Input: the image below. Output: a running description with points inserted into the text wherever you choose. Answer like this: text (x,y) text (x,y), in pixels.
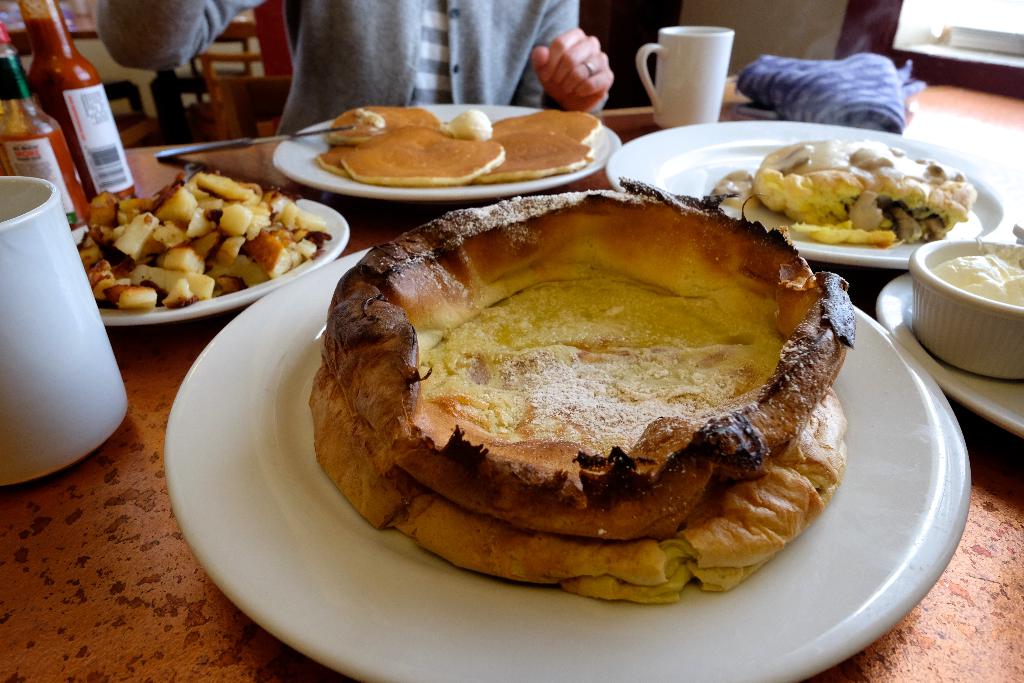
In this image I see the table (50,517) on which there are white plates (975,201) on which there is food (573,308) which is of cream, brown and white in color and I see 2 white color cups (56,367) and I see bottles (58,133) over here and I see the white and blue color cloth (846,93) over here and I see a person (363,51) over here and I see a white cup (949,305) in which there is white color cream (995,271).
